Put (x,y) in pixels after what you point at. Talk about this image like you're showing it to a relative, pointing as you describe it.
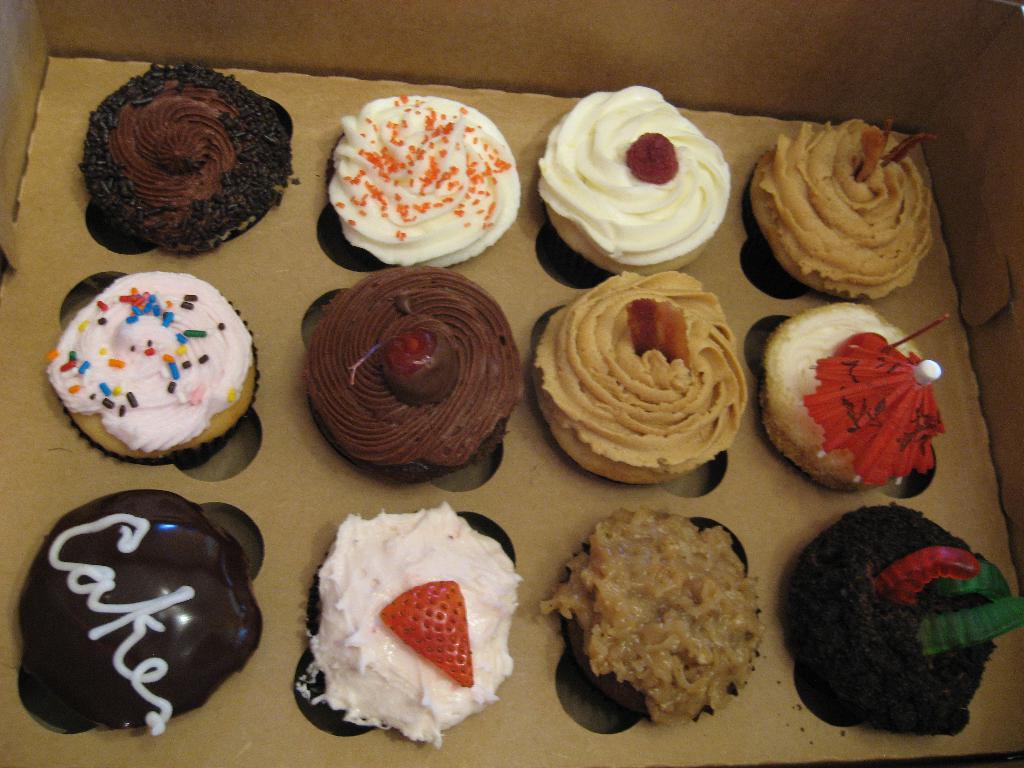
This image consists of cupcakes (570,385) which are in the center (499,423).
